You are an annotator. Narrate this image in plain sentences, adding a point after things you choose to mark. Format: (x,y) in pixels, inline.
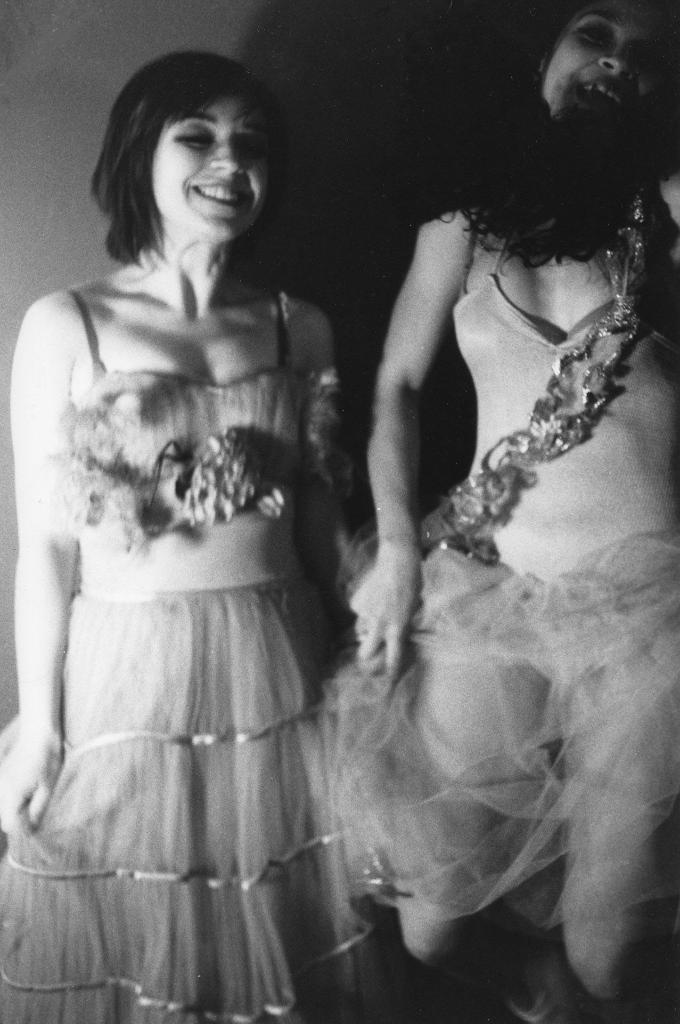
This picture is in black and white. In the picture there are two women (379,506) wearing frocks (361,552).
